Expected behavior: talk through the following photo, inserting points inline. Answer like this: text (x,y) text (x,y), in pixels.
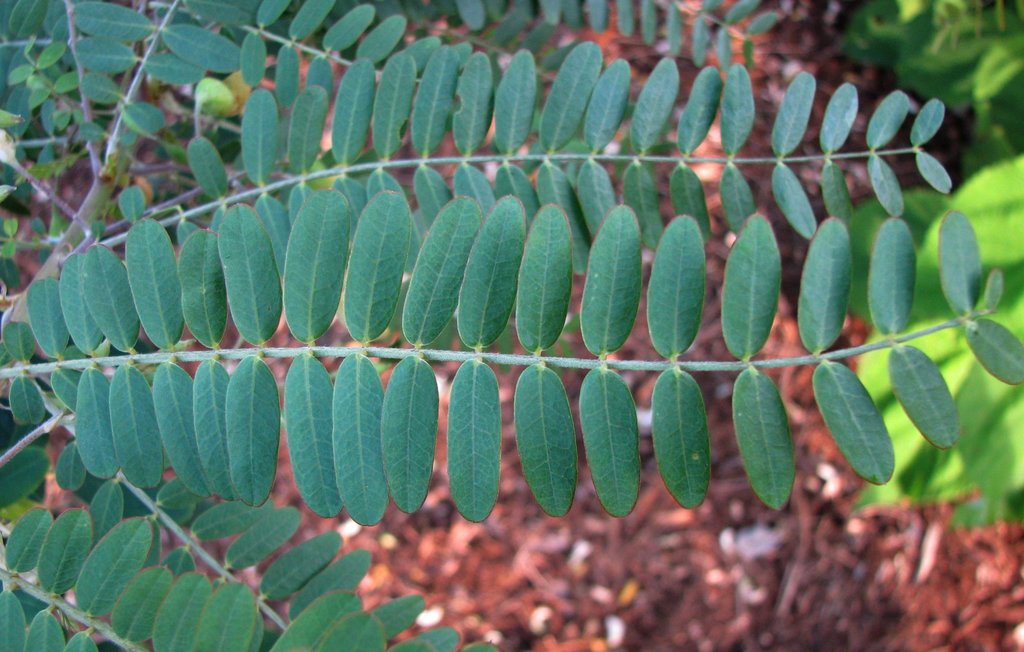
In this image I can see leaves (485,240) of a plant (380,282) in the front (375,234). On the right side of this image (863,48) I can see few green colour things (1006,499) and I can see this image is little bit blurry in the background (850,29).
